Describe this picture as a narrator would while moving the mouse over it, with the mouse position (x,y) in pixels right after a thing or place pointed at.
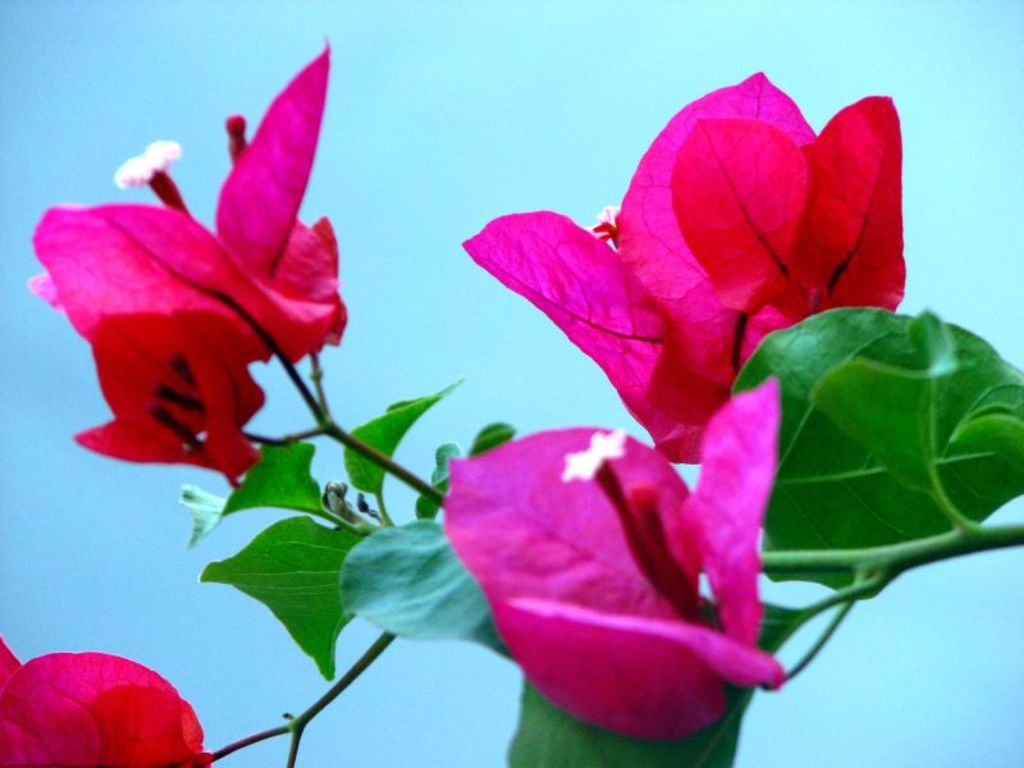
In this image there are pink flowers (544,496) in the middle (526,482). On the right side (830,493) there are green leaves (836,450).
